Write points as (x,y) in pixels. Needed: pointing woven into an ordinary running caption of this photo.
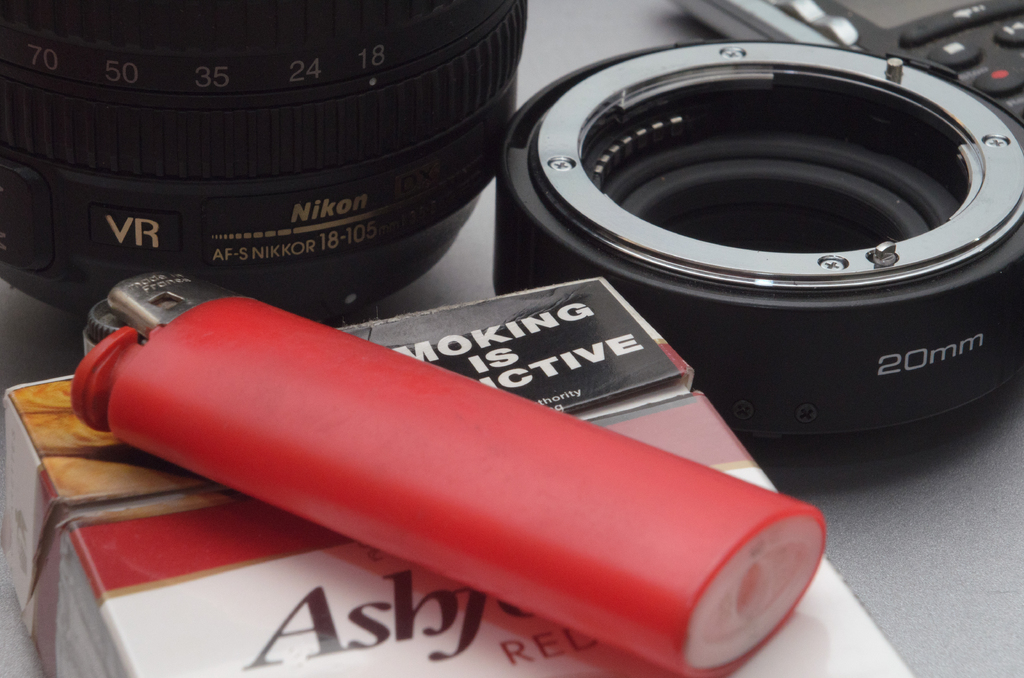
In the picture there is a cigarette box (193,500) and lighter (206,452), beside the box (234,558) there are camera lens (348,93).
